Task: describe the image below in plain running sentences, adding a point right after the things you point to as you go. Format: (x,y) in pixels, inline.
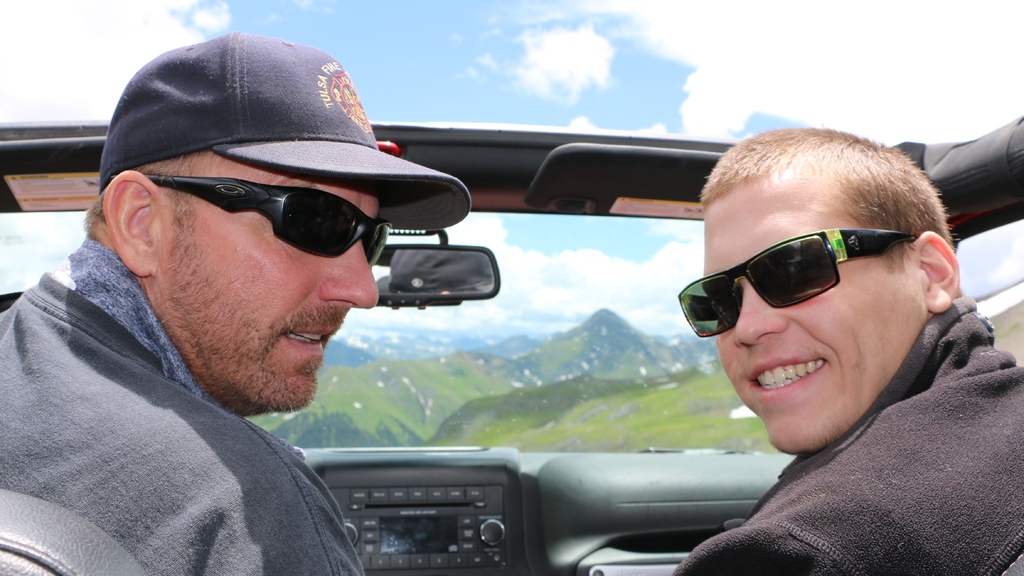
This is the picture of two men's (230,528) riding a car (361,479). In front of these people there are mountains (528,347) and sky (583,75) with clouds (780,63).
